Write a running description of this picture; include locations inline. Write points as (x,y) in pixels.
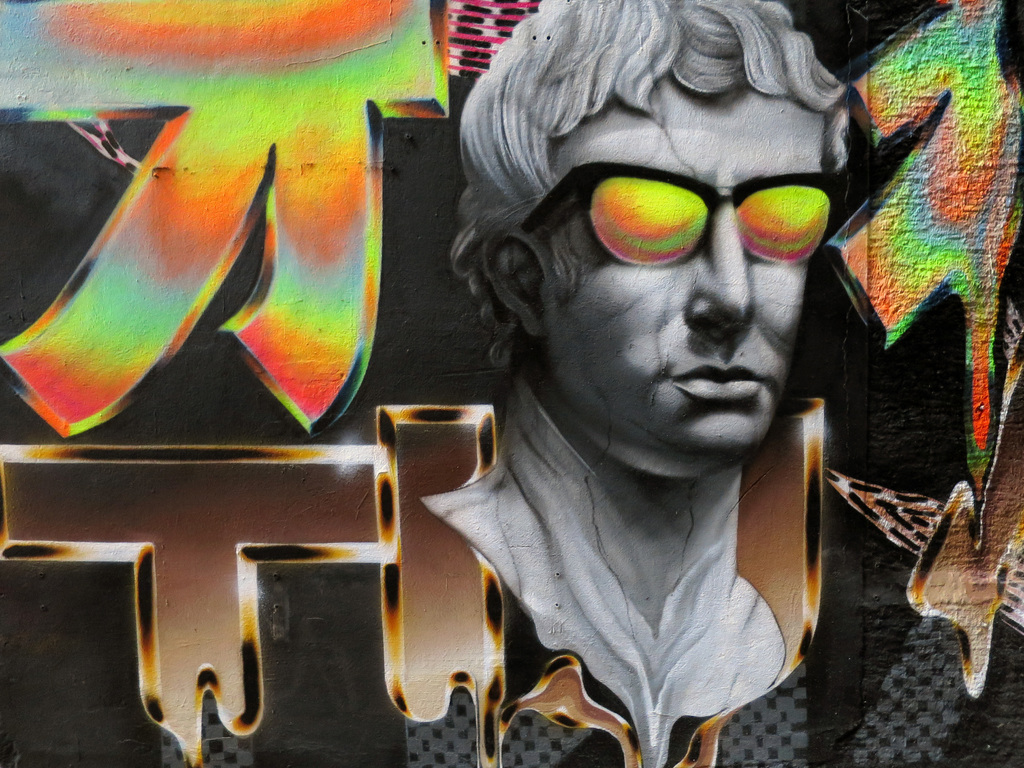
In this picture we can observe painting (527,411) of a man (602,308) wearing spectacles (636,218). The painting (650,459) is in grey color. We can observe green, orange and red colors. In this picture there is a black color background (430,258).
